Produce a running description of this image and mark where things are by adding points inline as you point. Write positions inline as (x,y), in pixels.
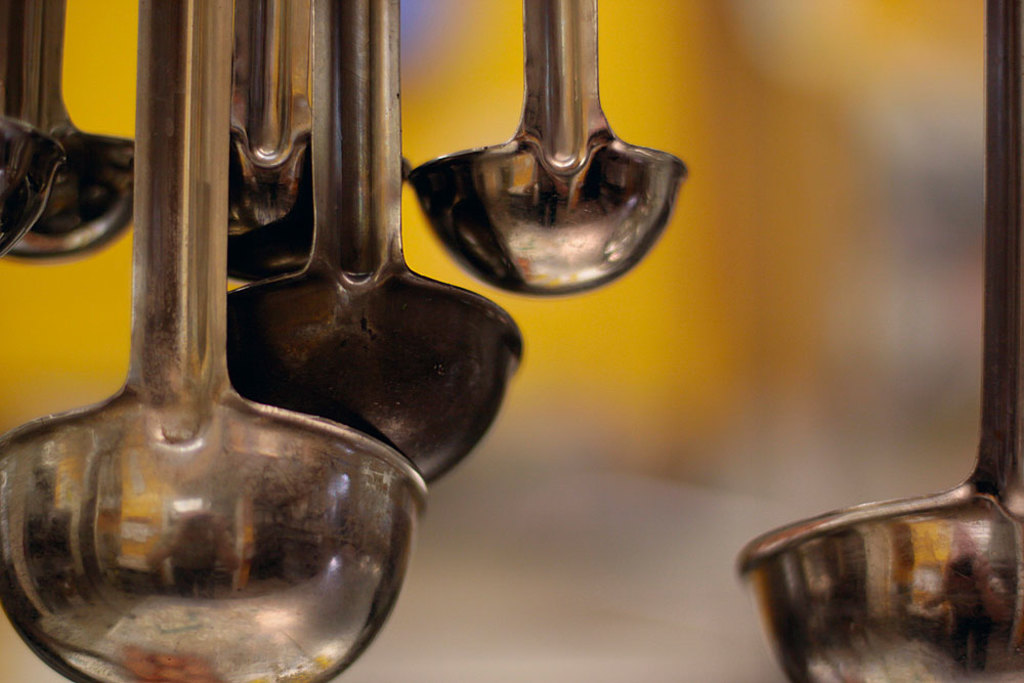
In this image these are spoons (475,293) hanging and the background (872,125) is blurry.
